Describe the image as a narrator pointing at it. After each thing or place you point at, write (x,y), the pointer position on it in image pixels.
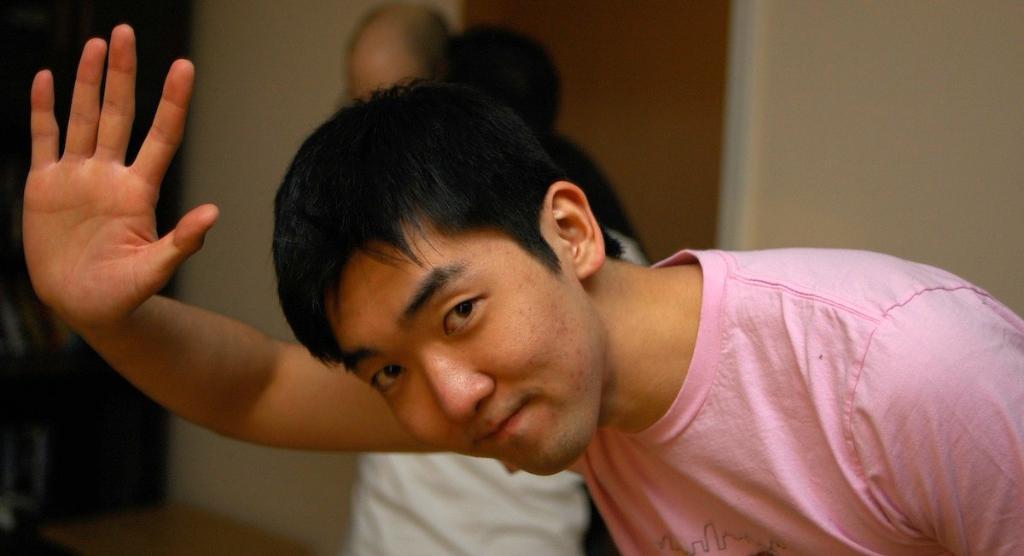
There is a man (461,283) wearing a pink t shirt (793,420). In the back (492,56) there are two persons (510,92). Also there is a wall (306,93). And it is looking blurred in the background (852,146).
